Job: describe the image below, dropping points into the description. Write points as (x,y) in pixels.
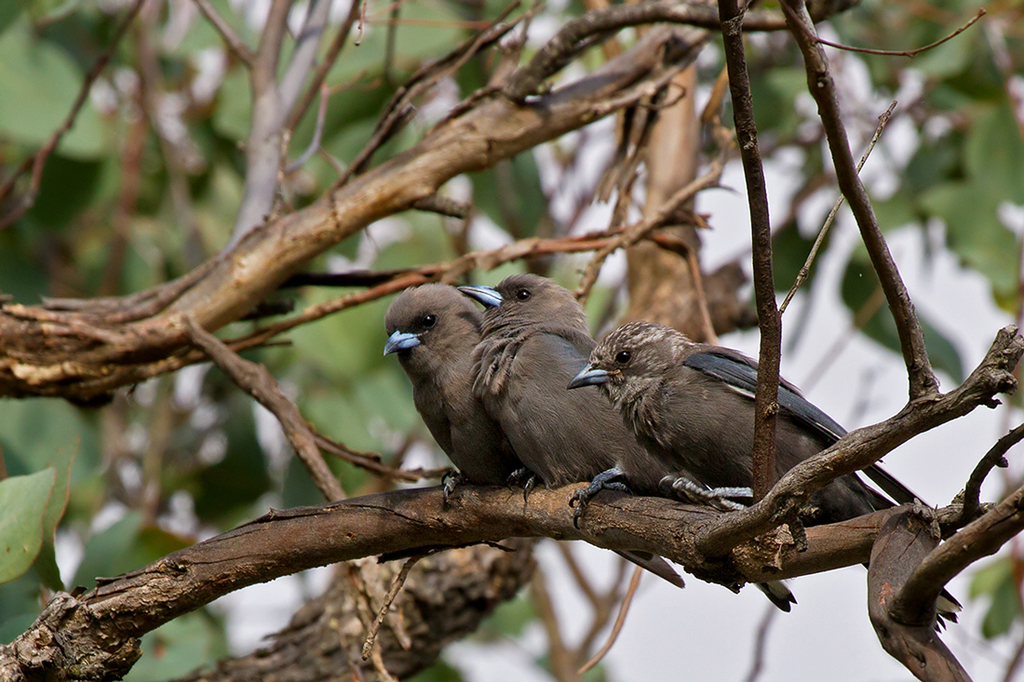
In the foreground of the picture (110,625) there are stems (623,531) of a tree (493,495). In the center of the picture (465,355) there are three birds (577,470) sitting on the stem (571,536). The background (924,90) is blurred. In the background (714,40) there is greenery (211,168).
